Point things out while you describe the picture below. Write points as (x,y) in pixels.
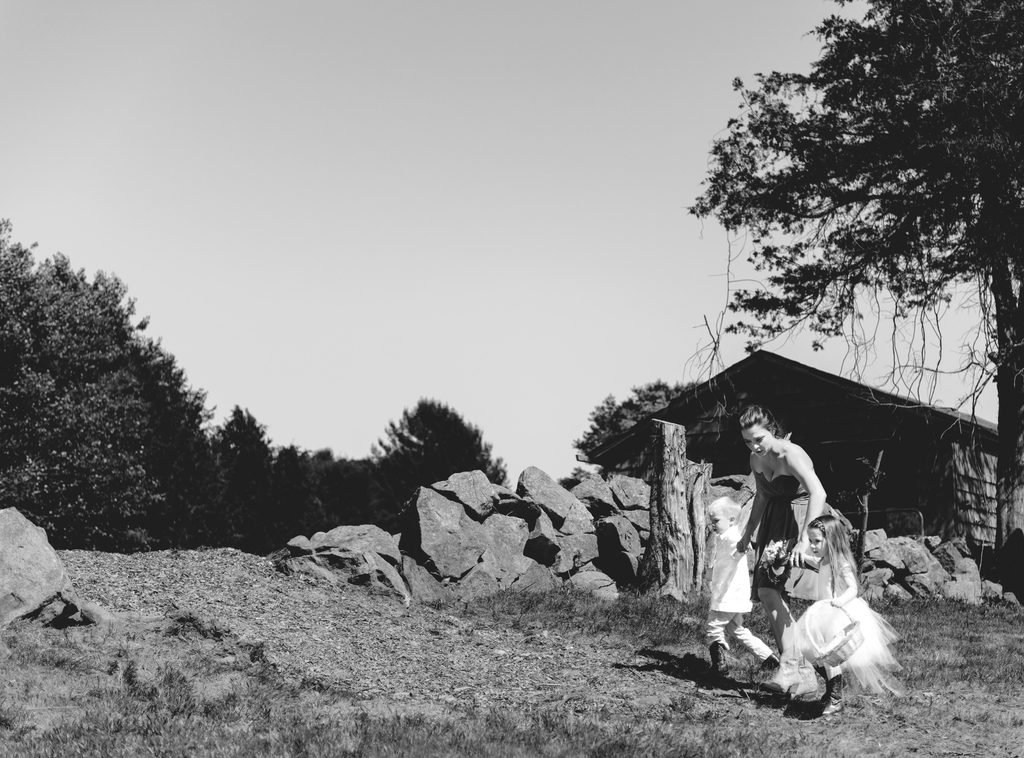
This is a black and white image. 3 people (793,546) are walking on the grass (636,749) towards the left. There are rocks (447,525), a house (781,421) and trees (65,443) at the back (410,506).
